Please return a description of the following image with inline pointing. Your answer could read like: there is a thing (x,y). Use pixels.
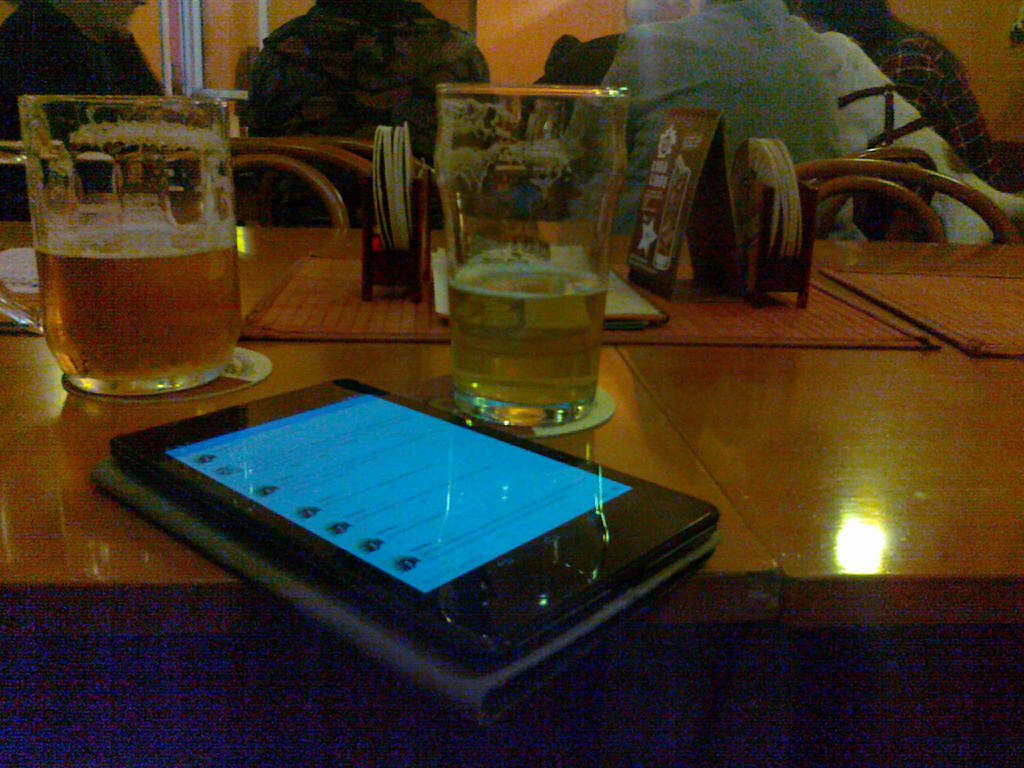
In this image I see 2 glasses (142,291), a mobile phone (315,407) and few things (311,330) on the table (294,239). I can also see few people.
